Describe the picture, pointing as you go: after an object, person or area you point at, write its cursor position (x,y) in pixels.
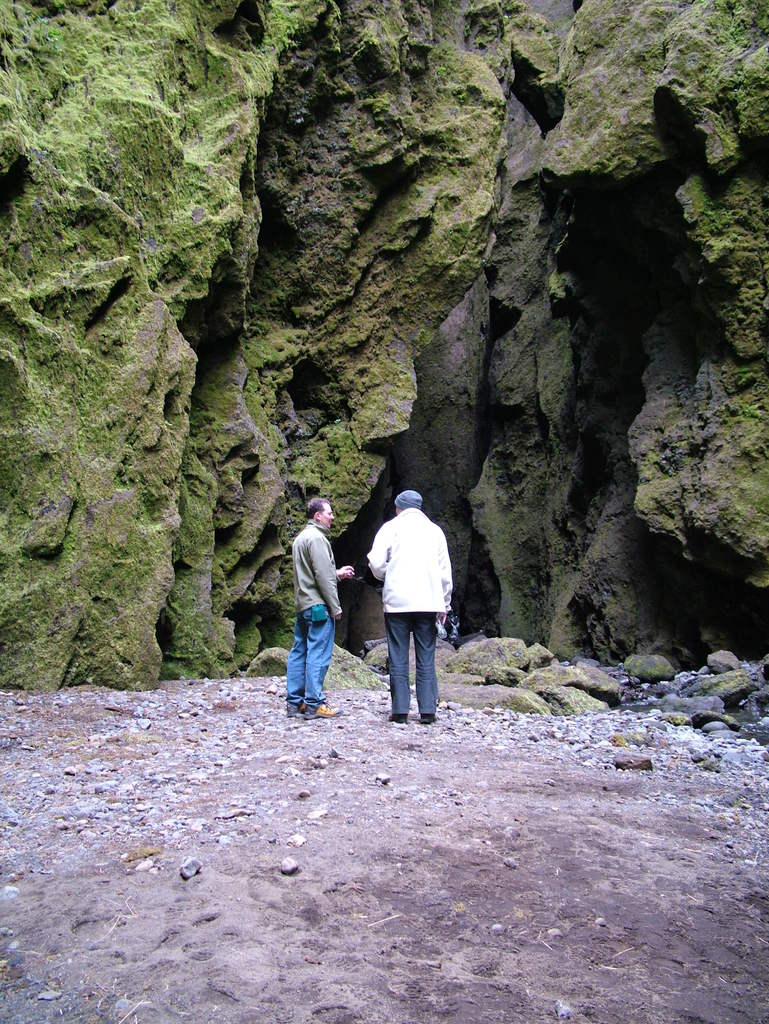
In this image in the center (424,629) there are two people (328,601) standing, and at the bottom (241,783) there is sand (476,819) and some rocks (444,699). In the background (482,148) there are mountains (399,314).
